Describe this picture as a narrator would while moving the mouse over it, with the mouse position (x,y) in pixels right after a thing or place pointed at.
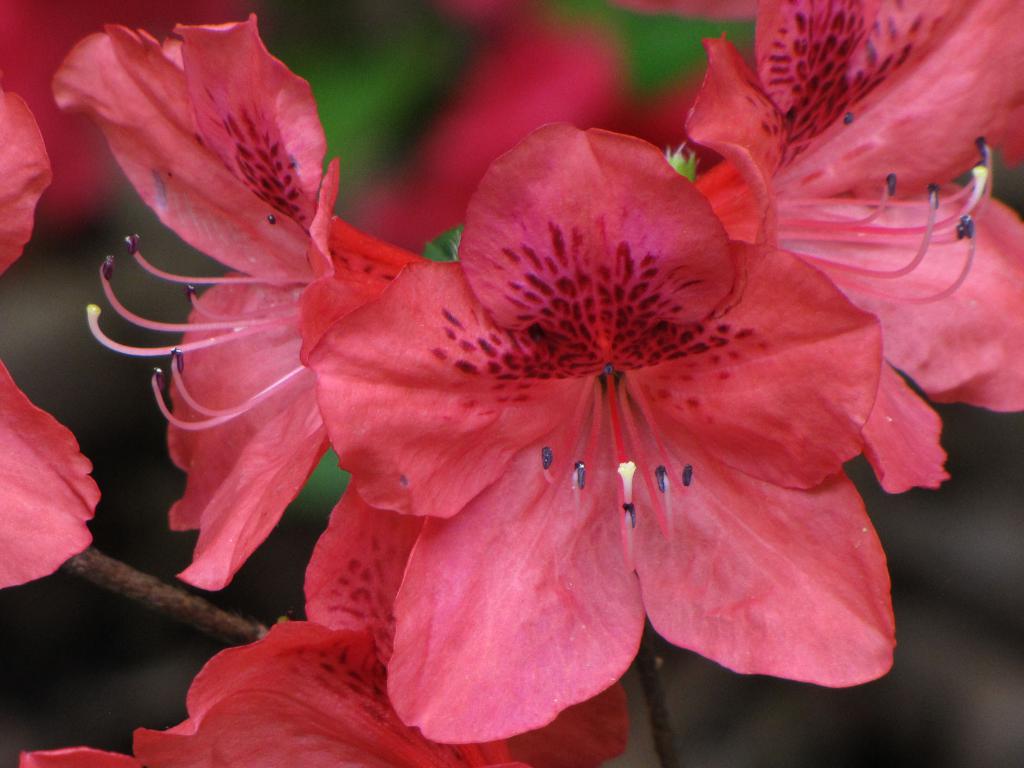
In this image I can see few red color flowers (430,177) to the stems (187,609). The background (412,73) is blurred.
